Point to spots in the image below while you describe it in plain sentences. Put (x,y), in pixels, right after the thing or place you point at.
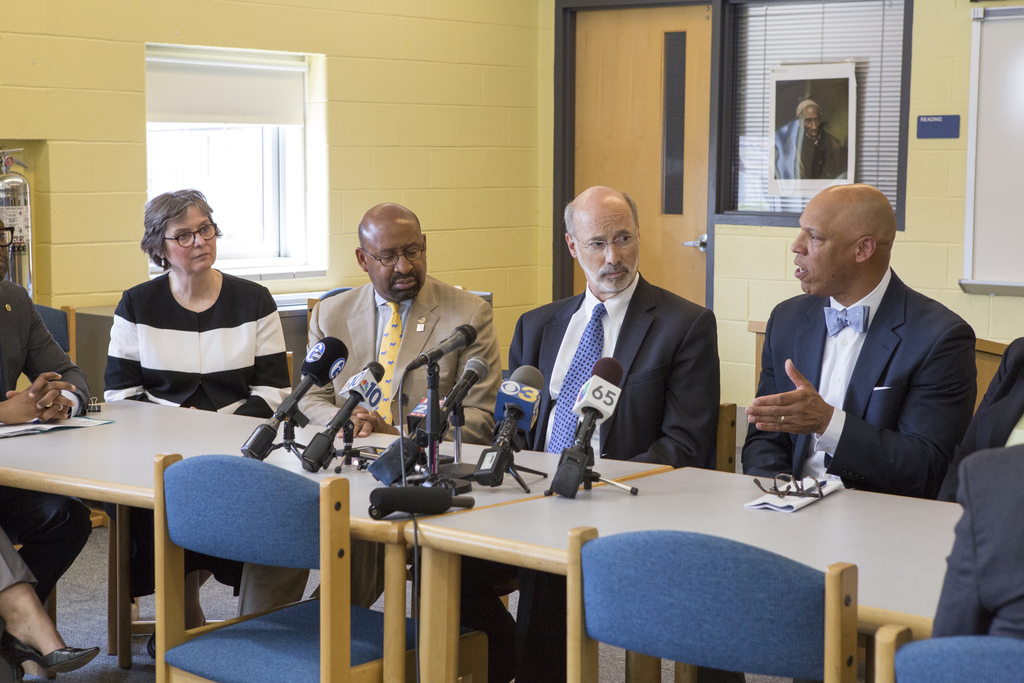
In this image there are group of people (834,378) who are sitting in chair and in front of mics (314,374). It seems like it is an interview in which there are four people (536,343) who are speaking through the mic (397,451) which are in front of them. At the back side (634,64) there is door (634,64), wall (365,23) and curtain (774,53).
